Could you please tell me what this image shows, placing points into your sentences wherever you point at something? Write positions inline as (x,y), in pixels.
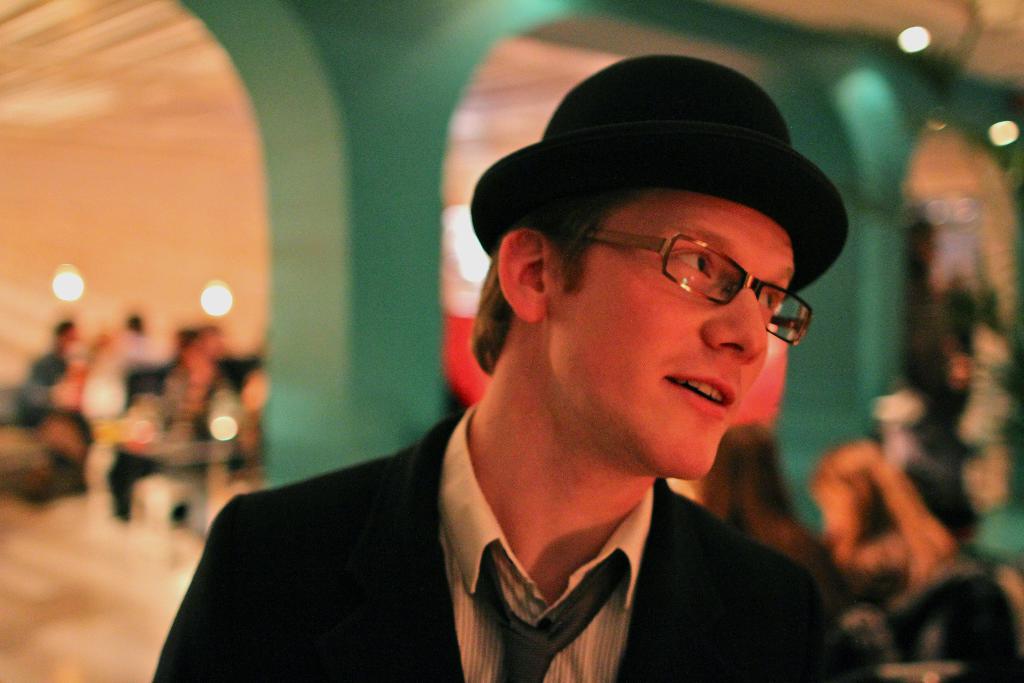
In this image, in the middle (488,372), we can see a man (515,334), he is wearing a hat (640,139) and specs (658,240), in the background (334,403), we can see the arches (367,80) and there are some people (928,539) sitting.
